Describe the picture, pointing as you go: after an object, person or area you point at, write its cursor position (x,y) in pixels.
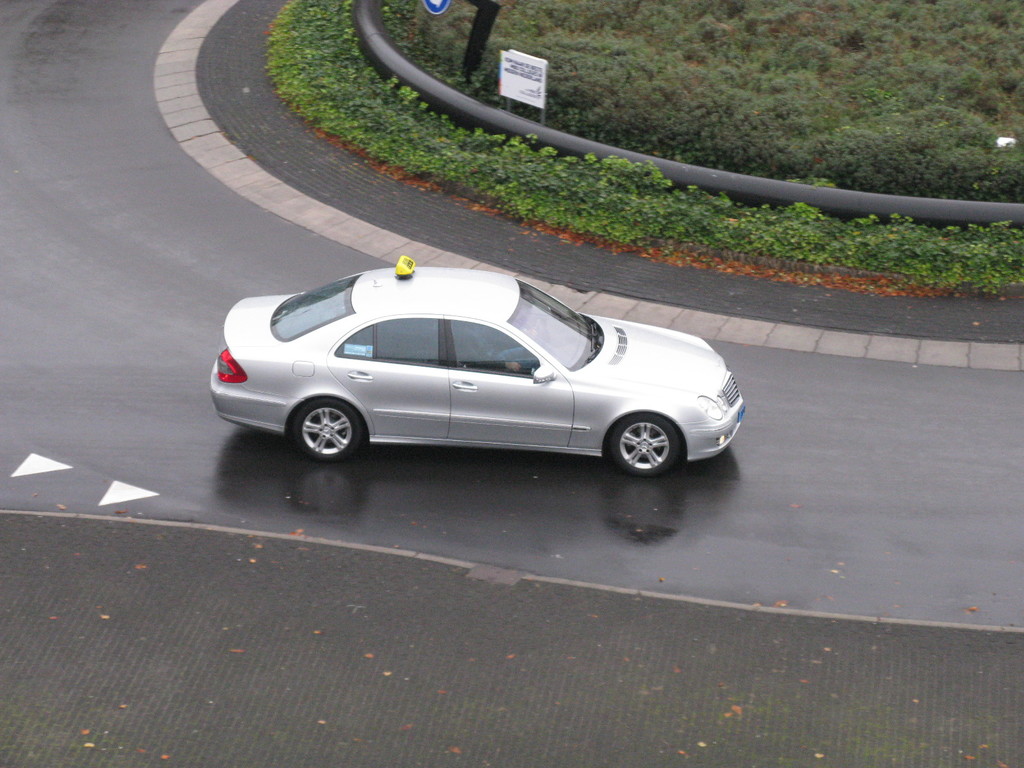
In this image, we can see a vehicle (621,385). We can see the ground (651,488). We can see some grass (825,145), plants (833,229) and boards (522,65). We can also see a pipe (403,65) and a metal object (475,48).
